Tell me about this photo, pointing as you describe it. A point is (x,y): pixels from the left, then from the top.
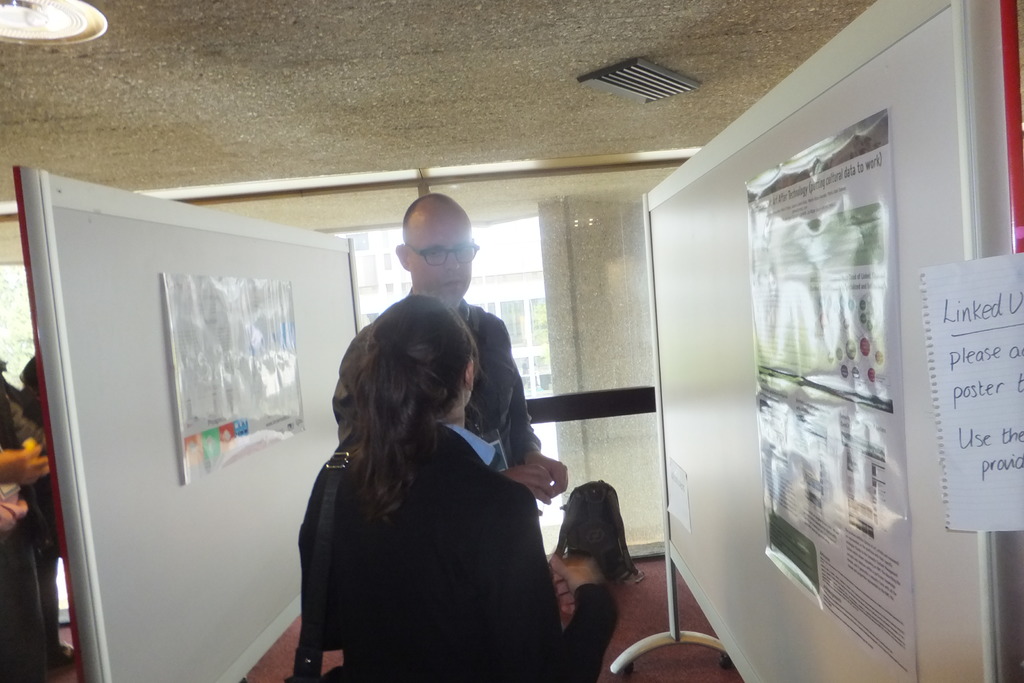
In this picture we can see a women (519,596) wearing a black coat (405,565) and bag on the shoulder (344,494) discussing something with man (483,391) beside her. Behind we can see white wall (161,384) and white chart (218,337) stick on it. On the right side (930,674) we can see a white panel board (670,381) with some chart (859,608) stick on it
